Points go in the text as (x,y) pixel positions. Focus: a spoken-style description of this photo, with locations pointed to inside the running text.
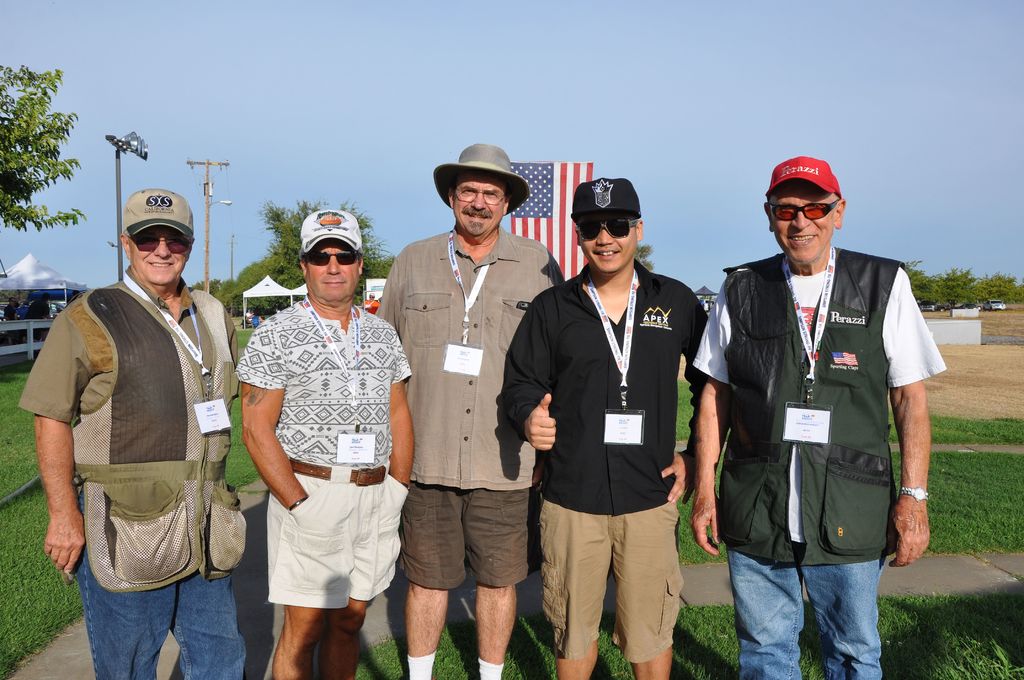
In this image I can see five people (62,563) standing in the center (536,442) and posing for the picture. I can see a garden (21,533) behind them. I can see some shelters (49,274), light poles (142,142), electric poles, a flag hoarding (536,169), trees (970,285), some vehicles (985,305) far behind them. At the top of the image (328,66) I can see the sky (571,110).
